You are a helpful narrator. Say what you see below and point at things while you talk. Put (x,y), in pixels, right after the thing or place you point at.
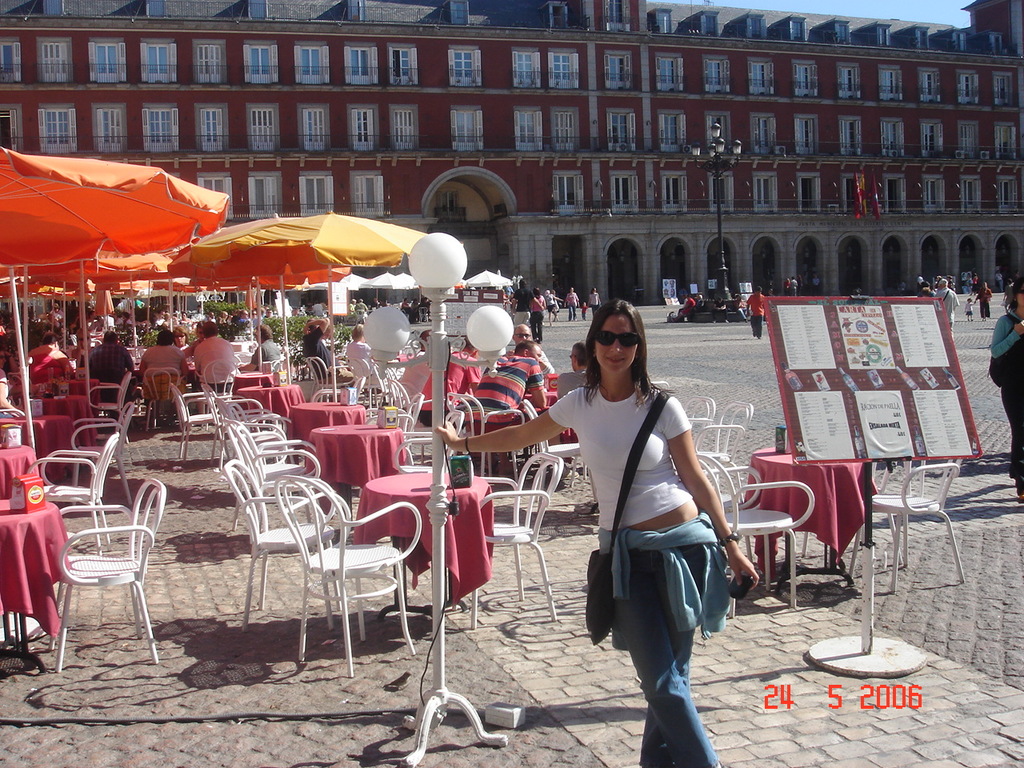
There is a woman (626,425) standing on the road (552,667). She has goggles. These are the chairs (281,464) and there are tables (267,392). This is an umbrella (321,231). On the background (414,217) there is a building (852,168). And this is board (939,360). Here we can see persons (1009,328) on the road (995,417). There is a pole (447,293) and this is lamp (447,270).
